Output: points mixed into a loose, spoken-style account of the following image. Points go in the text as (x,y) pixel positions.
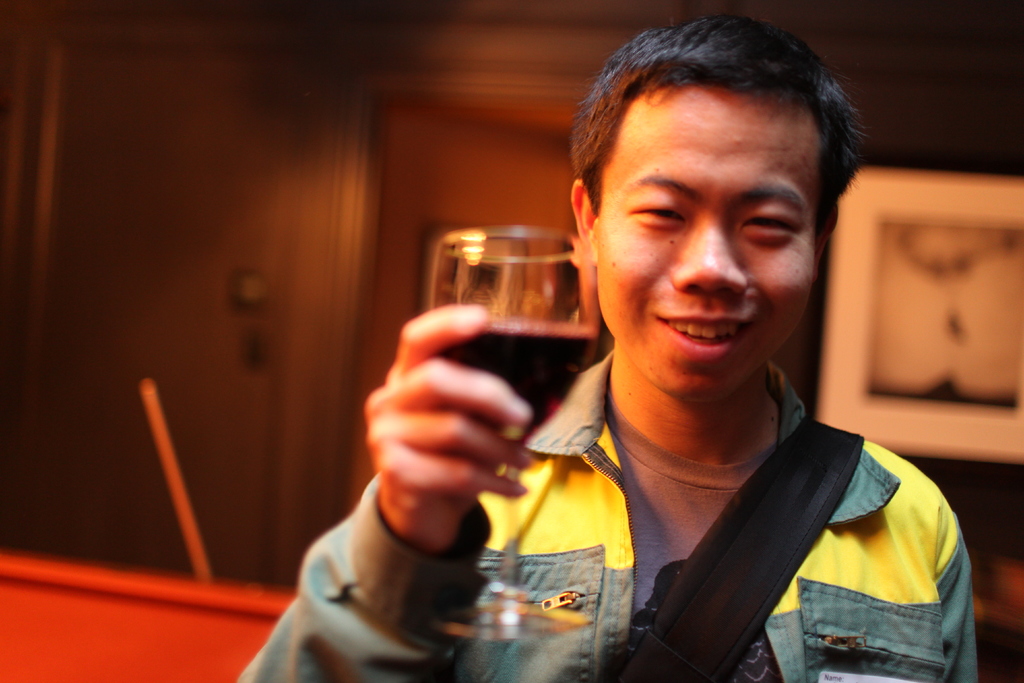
A person (619,355) holding a wine glass (556,357) catching in his hand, he is wearing a yellow jacket (583,514) and he is smiling. and the back side there is a wall (283,162) and a painting (906,335).
